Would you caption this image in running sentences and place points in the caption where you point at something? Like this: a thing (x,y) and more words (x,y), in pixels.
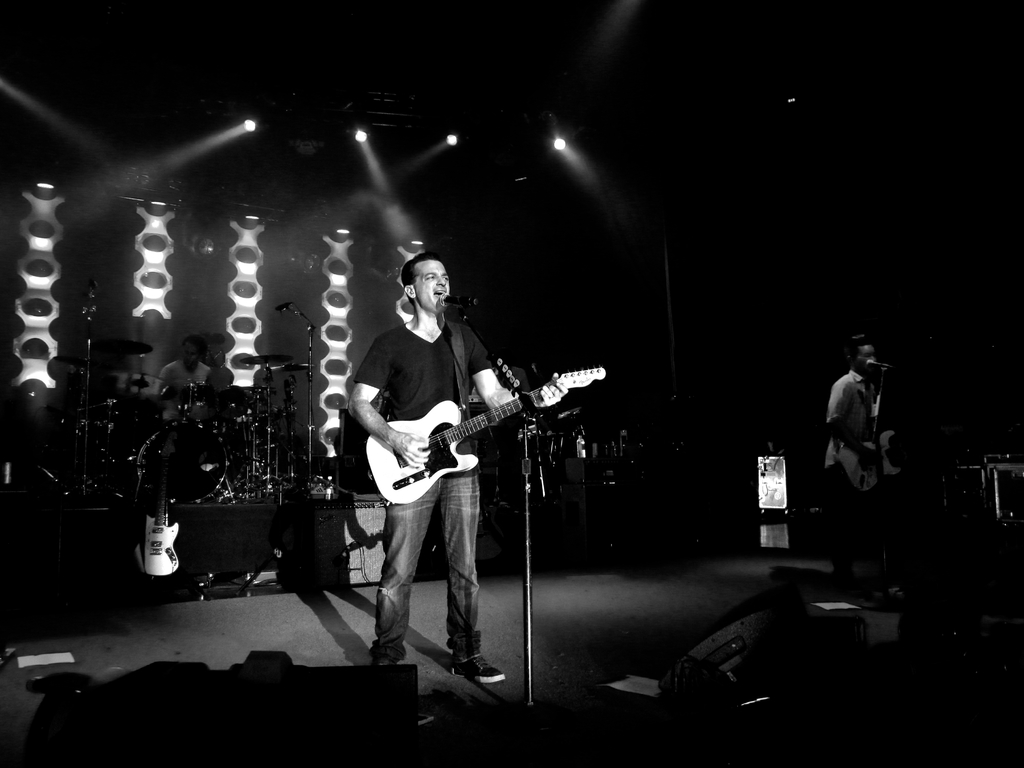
In this image there are persons (867,407) standing and performing on a stage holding musical instrument (444,425). In the background (208,425) there is a musical instrument (194,412) and there is a person (181,378) sitting and playing the musical instrument (215,396) and there are lights (354,138). In the front (251,715) there are objects (290,698) which are black and white in colour.
